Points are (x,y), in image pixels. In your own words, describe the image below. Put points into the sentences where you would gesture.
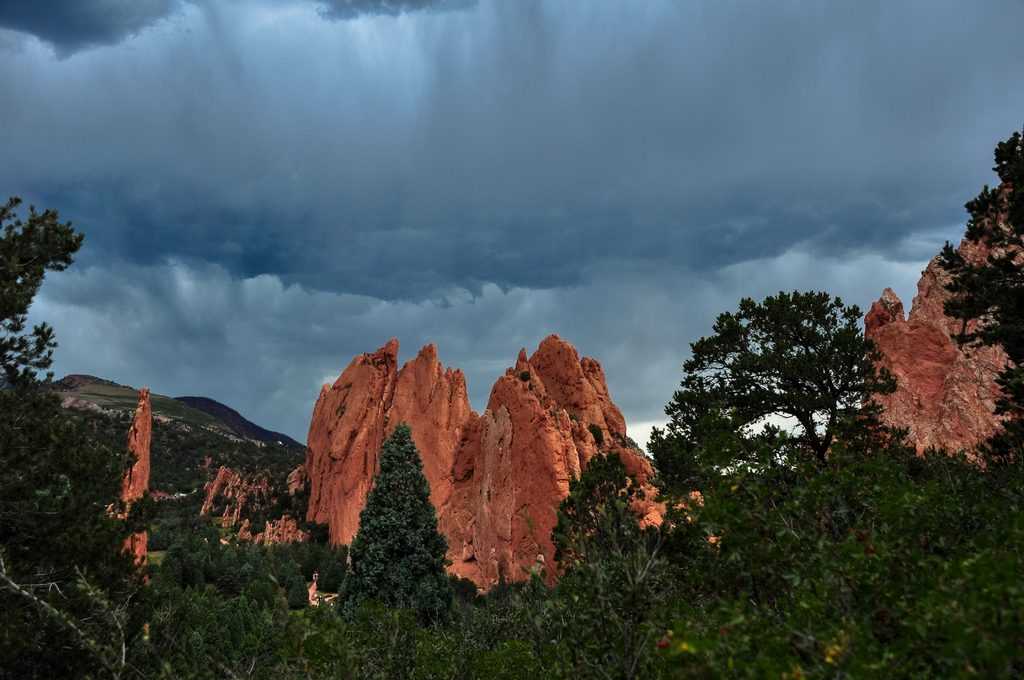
These are the hills (508,432). This looks like a forest (386,589). I can see the trees (718,588) with branches (104,565) and leaves (61,427). I think these are the mountains (215,414). These are the clouds (305,218) in the sky (590,121).
